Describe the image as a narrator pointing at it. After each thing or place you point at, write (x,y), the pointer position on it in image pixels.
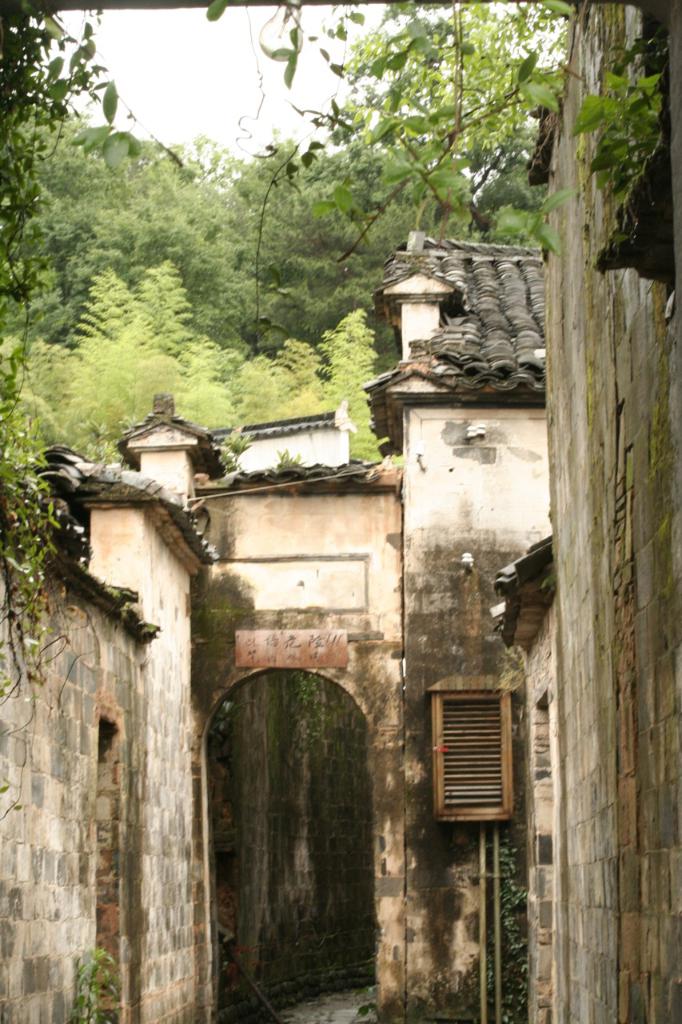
In this image I can see few buildings (351,728) in the front (389,618) and in the background (32,390) I can see number of trees (271,354).
